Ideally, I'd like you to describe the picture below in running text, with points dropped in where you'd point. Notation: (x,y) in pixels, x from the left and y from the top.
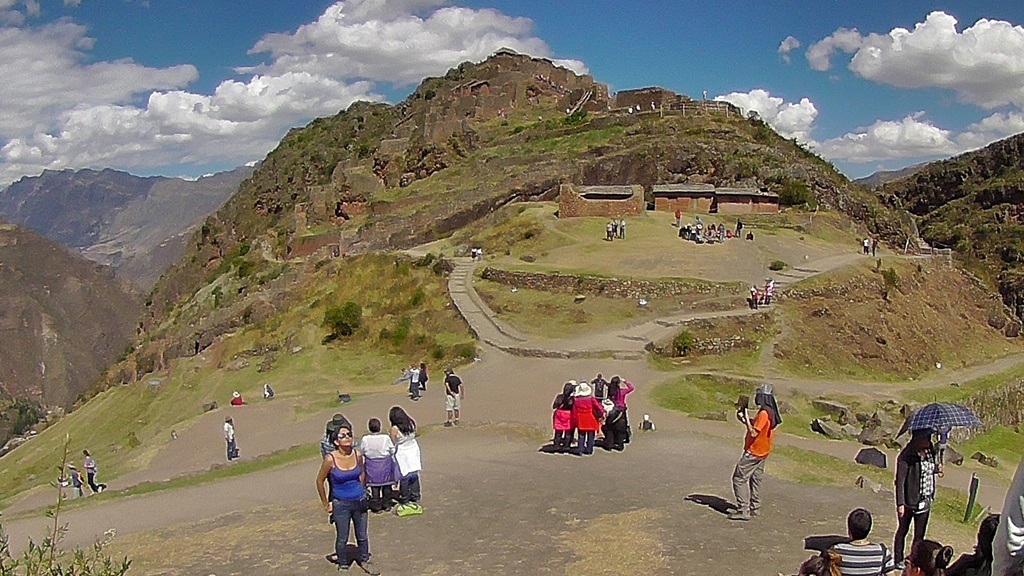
In this image, we can see persons (411,389) wearing clothes (918,517). There are hills (549,140) in the middle of the image (455,219). There is a person (925,434) in the bottom right of the image (929,517) holding an umbrella (930,424). There are clouds (132,79) in the sky (162,103).
